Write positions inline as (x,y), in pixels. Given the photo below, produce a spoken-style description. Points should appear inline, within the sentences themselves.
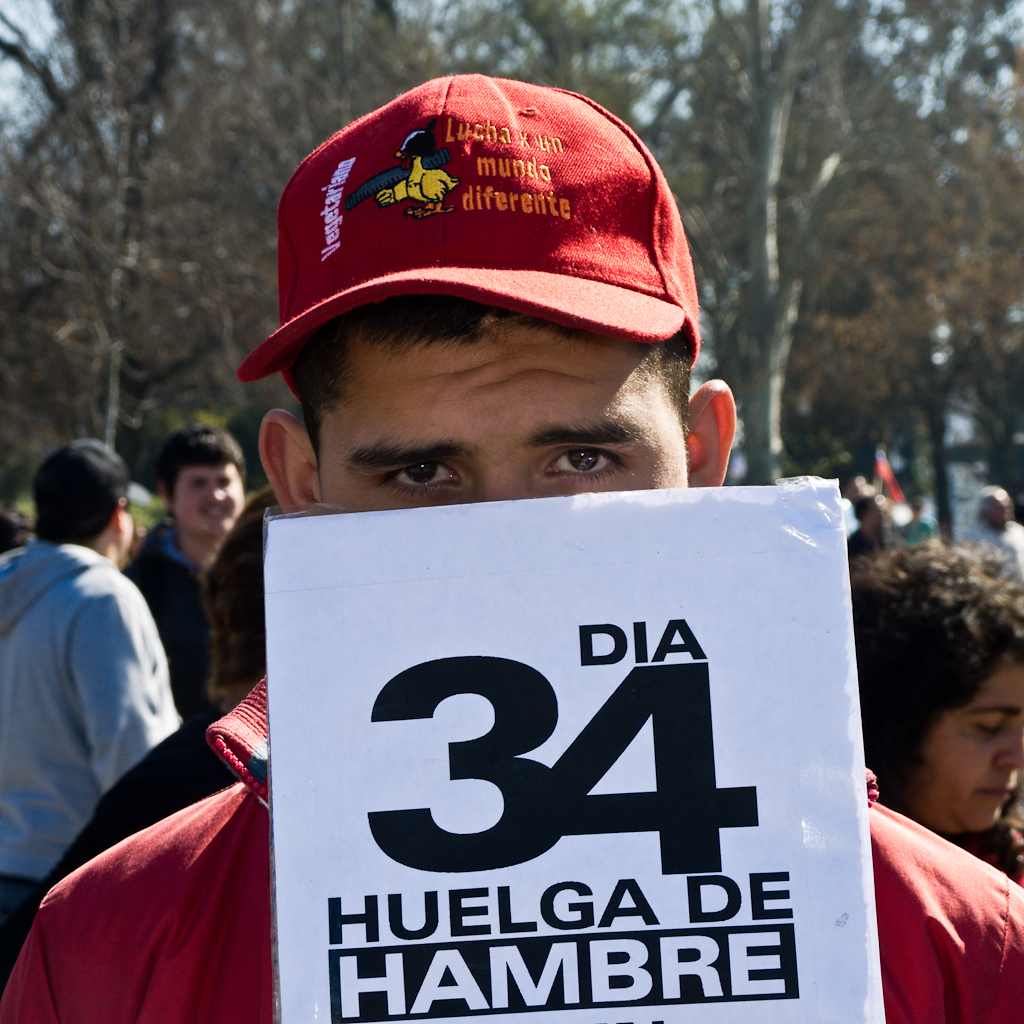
This image consists of so many persons (114,537) in the middle (563,486). There is a man (168,826) in the front (169,868). He is holding some paper (561,799). He is wearing cap (360,261). There are trees (71,122) at the top (783,156).
